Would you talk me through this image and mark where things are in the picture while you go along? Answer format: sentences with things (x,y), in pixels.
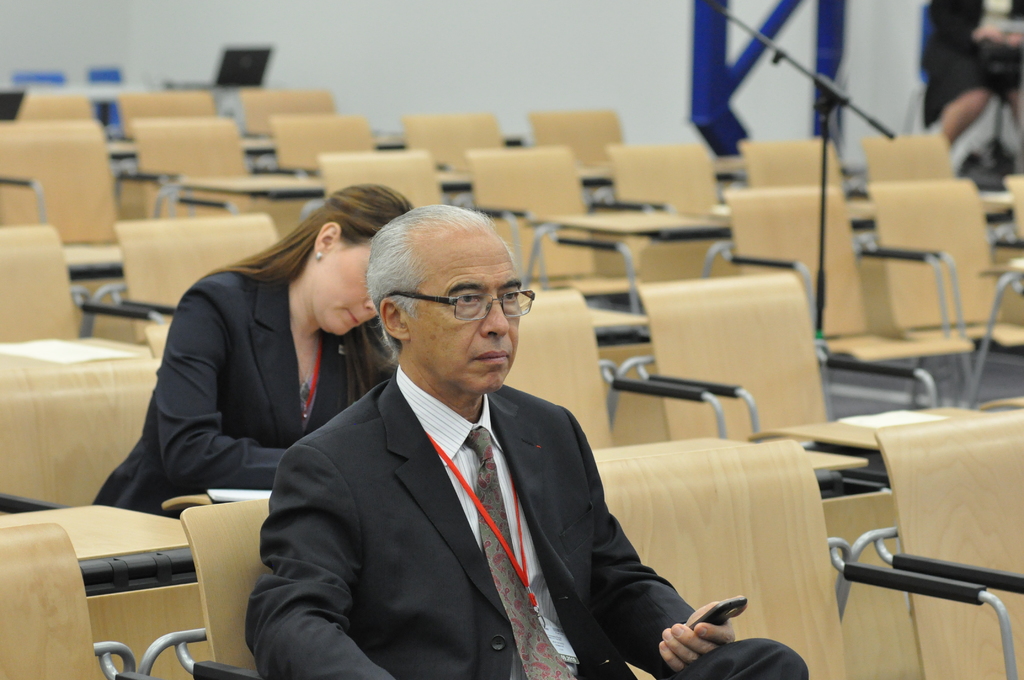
In this picture we can see a man (352,432) and a woman (348,363) sitting on chairs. This man (624,598) is holding a mobile (722,622) in his hand (694,618). He wore spectacles (446,300). On the background (424,129) we can see empty chairs (774,203). At the top right side of the picture (962,28) we can see a person (976,59) sitting. This is a laptop (240,71).
